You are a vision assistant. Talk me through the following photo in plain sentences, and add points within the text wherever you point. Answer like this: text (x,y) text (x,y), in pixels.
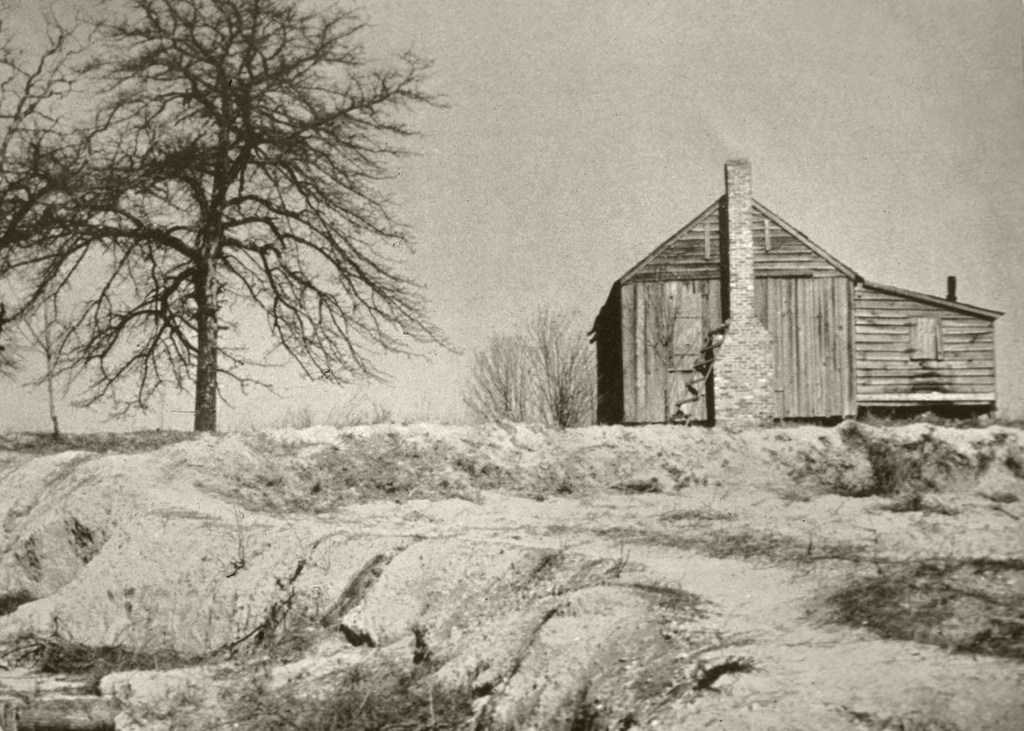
In the picture we can see the surface (264,514) with a tree (217,353) and beside it, we can see the wooden house (810,244) and in the background (490,217) we can see the sky (476,220).
